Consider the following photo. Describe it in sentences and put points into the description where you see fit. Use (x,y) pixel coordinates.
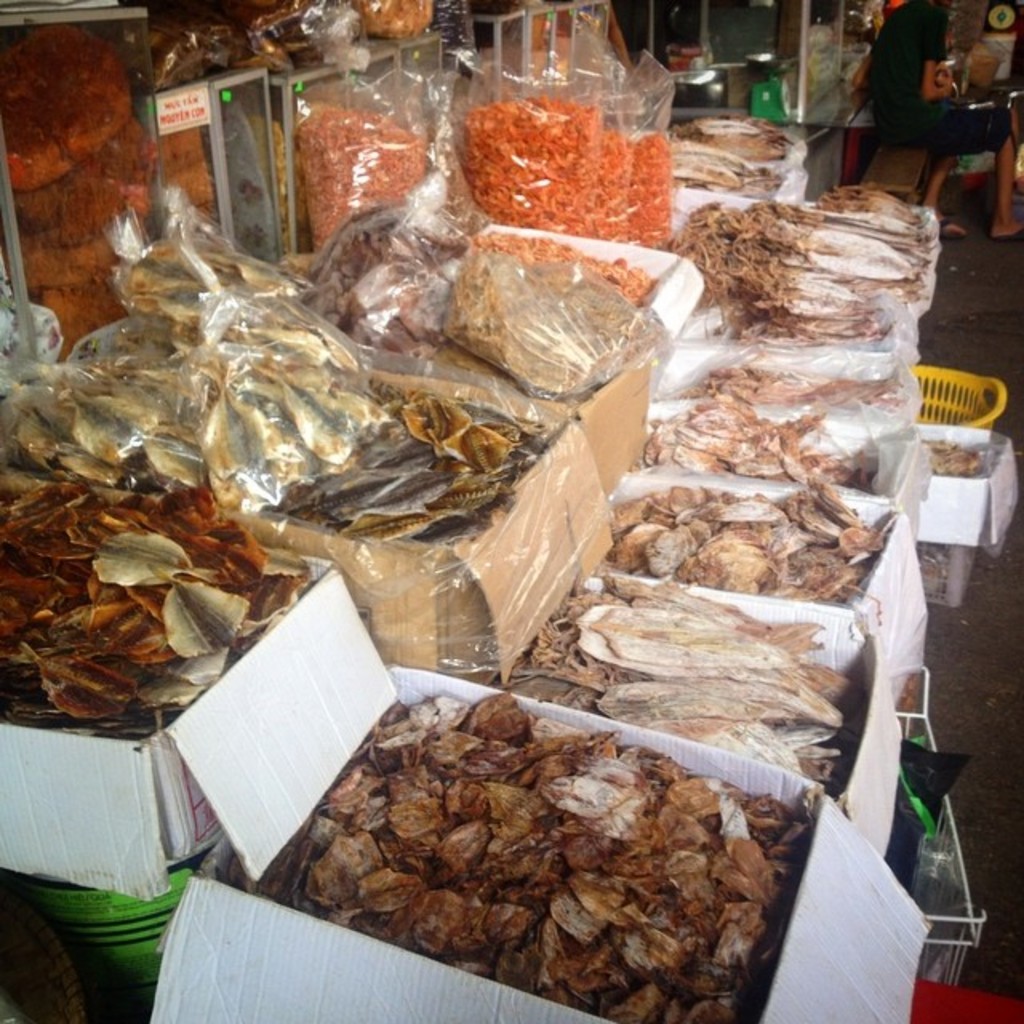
In this image we can see food items (633,667) packed in the cardboard boxes (667,476) and covers (579,202). In the background (928,402) there is a basket (971,385) we can see a person (935,183). There are some things (756,69) placed in the stand (258,197).
